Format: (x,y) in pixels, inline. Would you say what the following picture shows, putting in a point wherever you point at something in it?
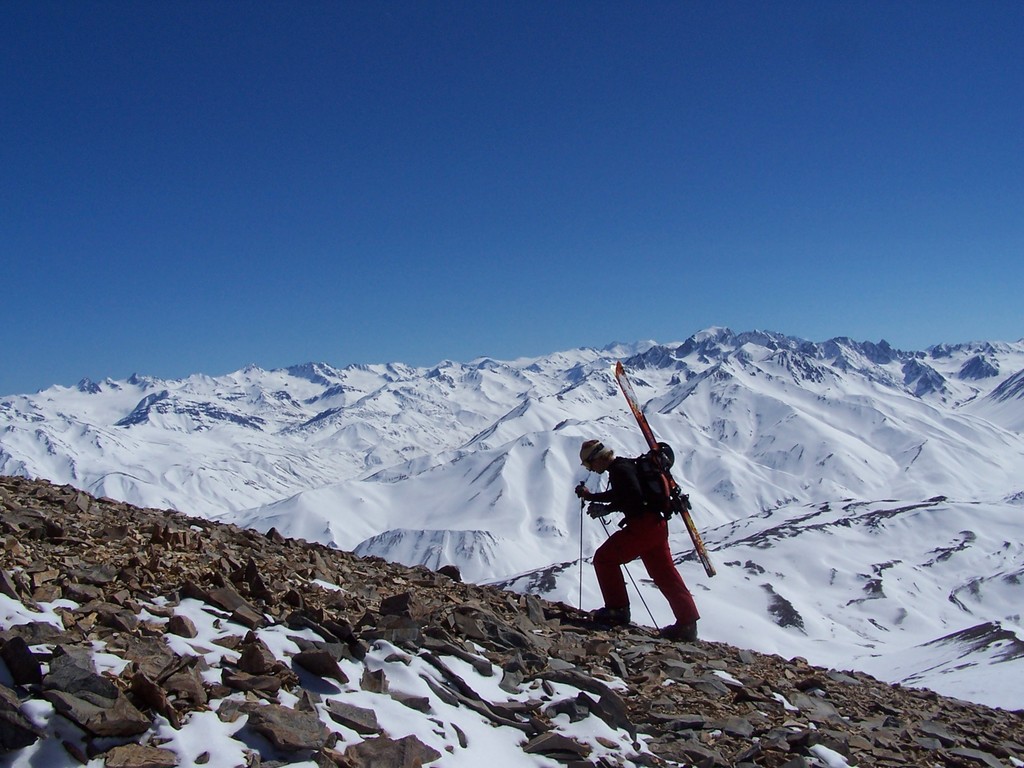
There is a man (595,620) trekking on the mountain (387,618), there are plenty of rocks (442,651) around him, behind the man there is another mountain (744,443) covered with a lot of snow (651,421).
